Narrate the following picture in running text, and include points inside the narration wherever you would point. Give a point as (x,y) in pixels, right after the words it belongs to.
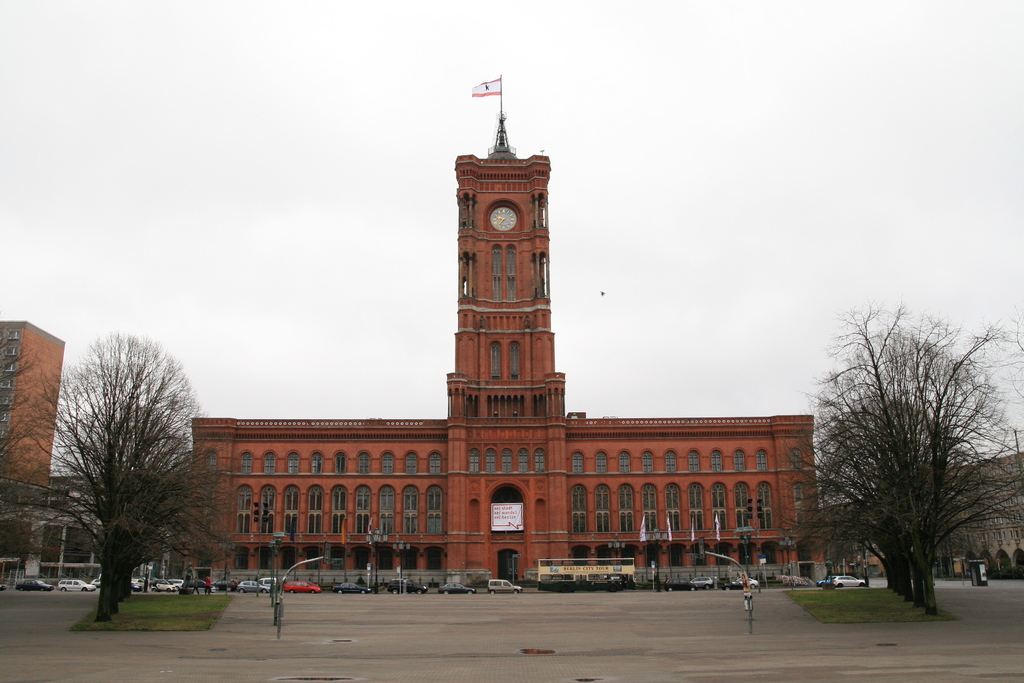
In this image we can see trees (199,555), poles (403,548), flags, vehicles (167,579) on the road (318,628), flag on the building (448,557), windows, clock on the wall (467,517), bin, board (501,509) on the wall (479,256) and sky (236,119).
